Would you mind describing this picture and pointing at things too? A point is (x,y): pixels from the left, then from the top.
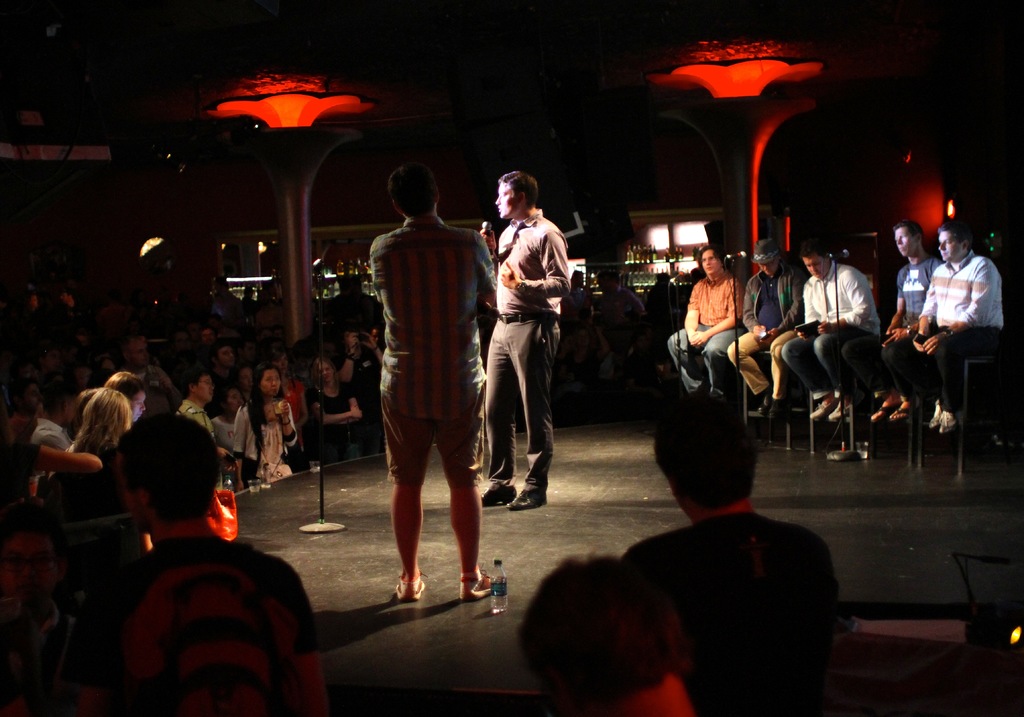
In this image there are group persons (822,321) sitting on the chair (789,427), there are persons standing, there is a person (513,398) standing and holding an object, there are group person's (151,660) truncated towards the left of the image (36,538), there are persons (772,656) truncated towards the bottom of the image (758,641), there is a stand (325,529) on the ground (323,543), there is a water bottle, there is a light (1002,639), there are pillars (302,187), there are bottles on the shelves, the background of the image (483,108) is dark.
